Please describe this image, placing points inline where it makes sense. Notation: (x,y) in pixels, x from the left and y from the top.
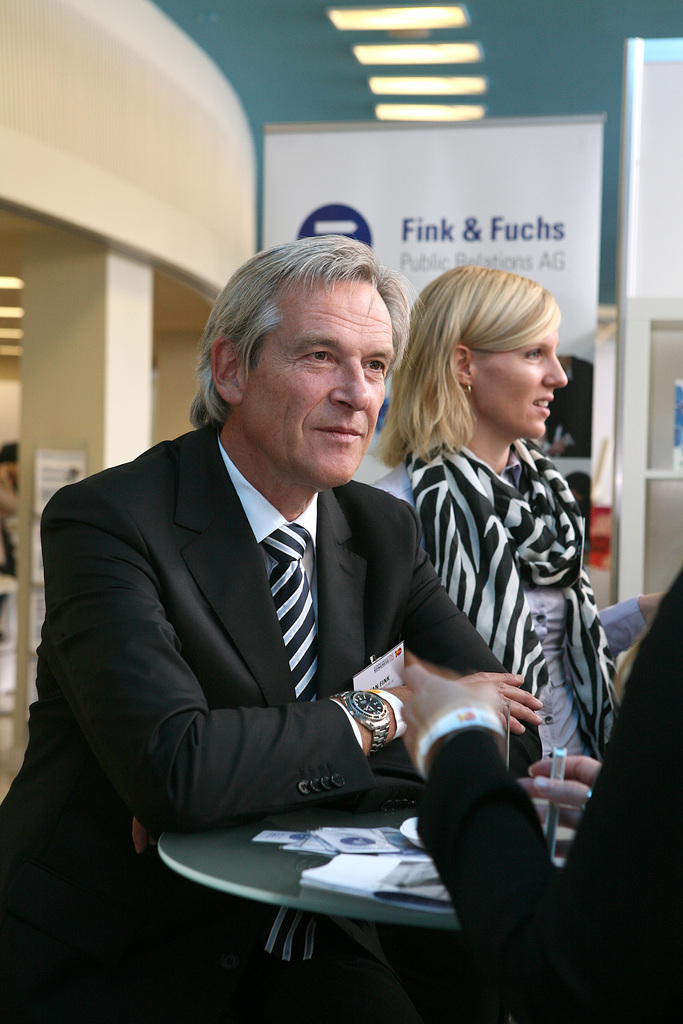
In this picture we can observe a man (188,441) and a woman (502,574). The man (347,613) is wearing black color coat (344,570) and a tie (300,638). The woman (428,513) is wearing black and white color scarf (504,557) around her neck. Both of them are sitting in front of a table (264,850). In the background (443,242) we can observe a white color poster (423,182).
